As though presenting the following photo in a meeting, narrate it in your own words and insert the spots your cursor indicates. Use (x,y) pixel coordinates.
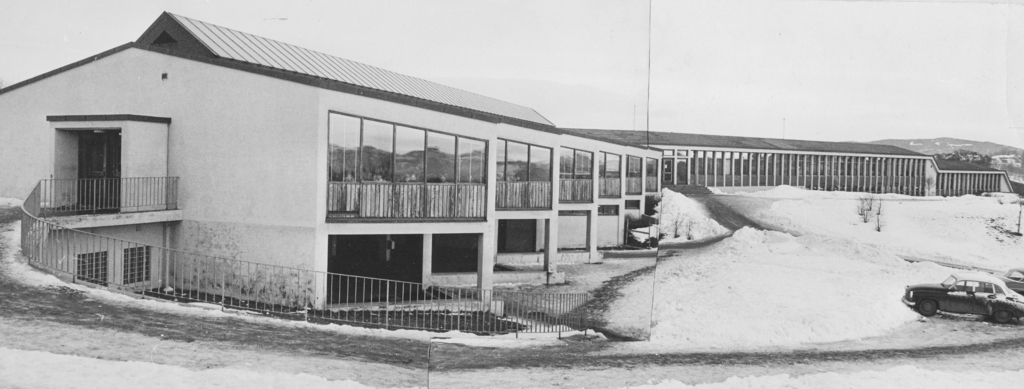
This is a black and white image where we can see a building (522,177), snow ground (759,248) and a car (979,276) in the middle of this image (507,251), and there is a sky (553,78) at the top of this image (591,51). There is a fence (340,291) at the bottom of this image (330,306).
